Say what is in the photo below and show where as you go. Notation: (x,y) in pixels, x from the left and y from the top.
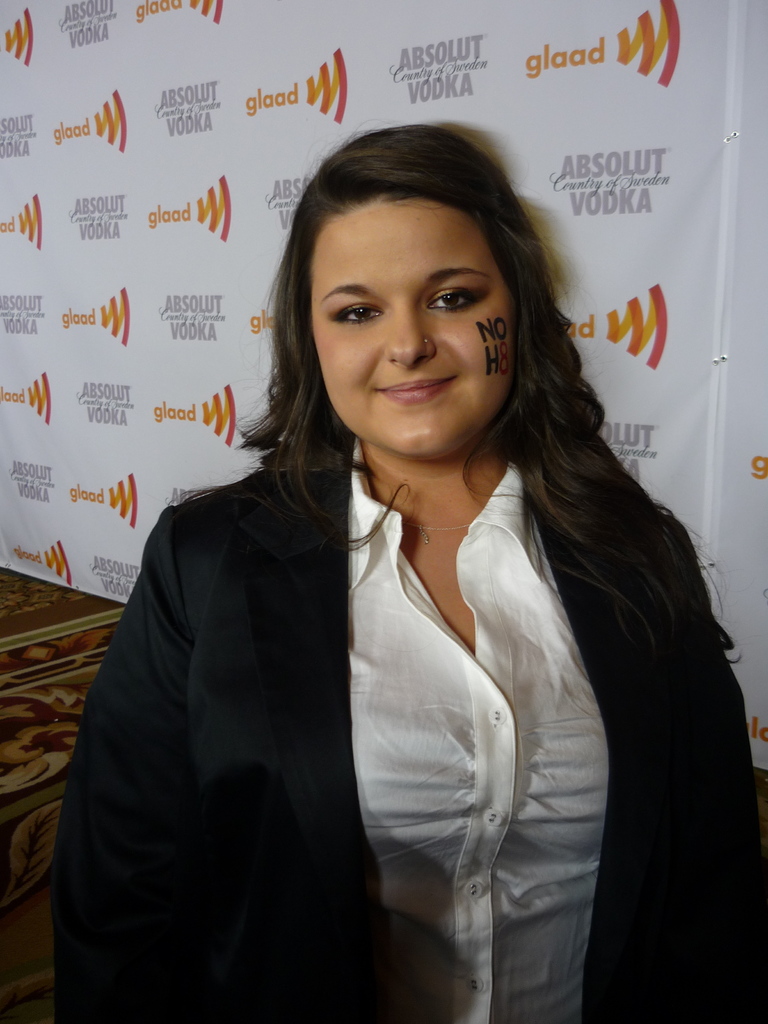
There is one women (361,812) standing at the bottom of this image (206,722) is wearing a black color blazer (206,722). There is a wall poster (213,212) in the background (255,198).
